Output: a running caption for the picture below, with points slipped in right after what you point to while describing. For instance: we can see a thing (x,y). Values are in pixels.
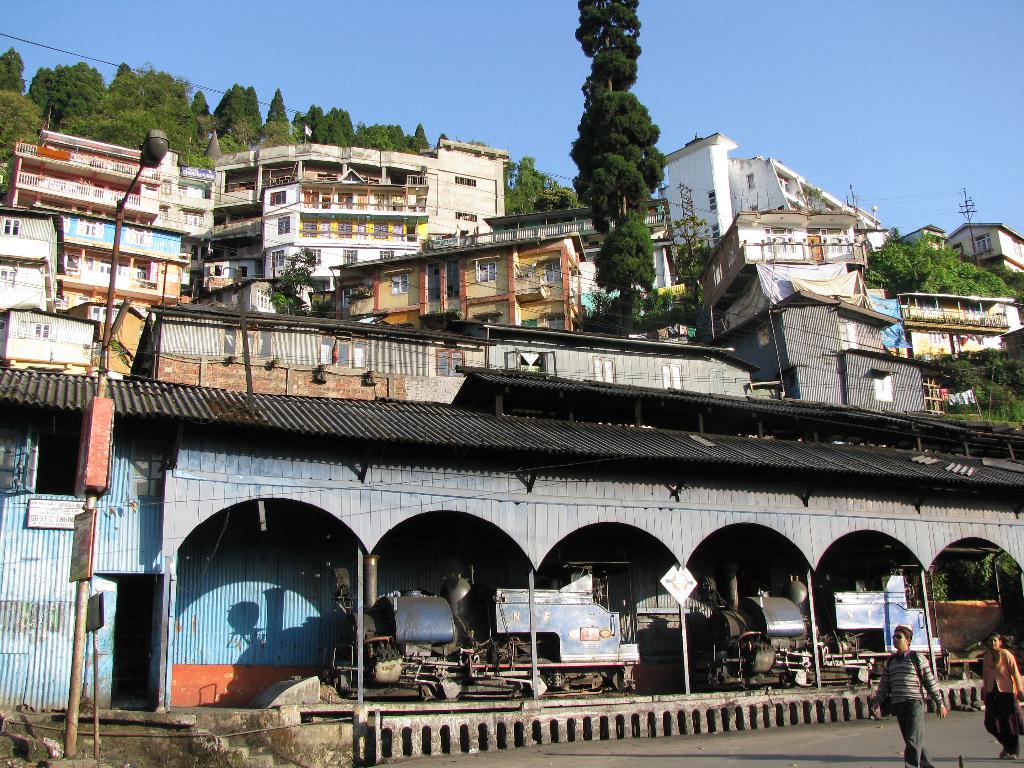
In this image, I can see the buildings (429,228) with the windows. These are the locomotives (833,642). I think this is a street light (80,674). At the bottom of the image (909,714), I can see two people (910,727) walking on the road (611,751). I can see the trees (196,121). This looks like a current pole (974,250). Here is the sky (765,97).
